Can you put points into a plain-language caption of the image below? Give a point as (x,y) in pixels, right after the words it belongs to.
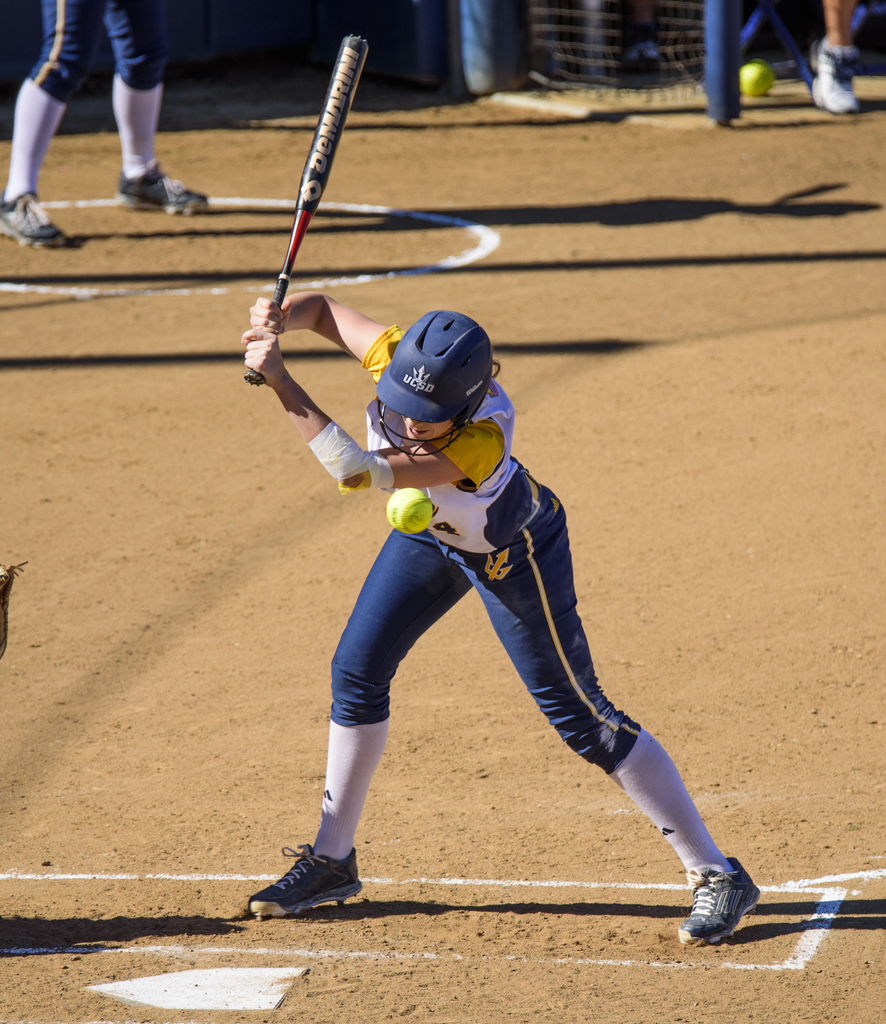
In this picture I can see there is a person (251,321) standing here holding a softball bat (348,55) and wearing a helmet (437,334) and in the backdrop (156,200) there are some people (842,33) standing in the playground (253,828).
